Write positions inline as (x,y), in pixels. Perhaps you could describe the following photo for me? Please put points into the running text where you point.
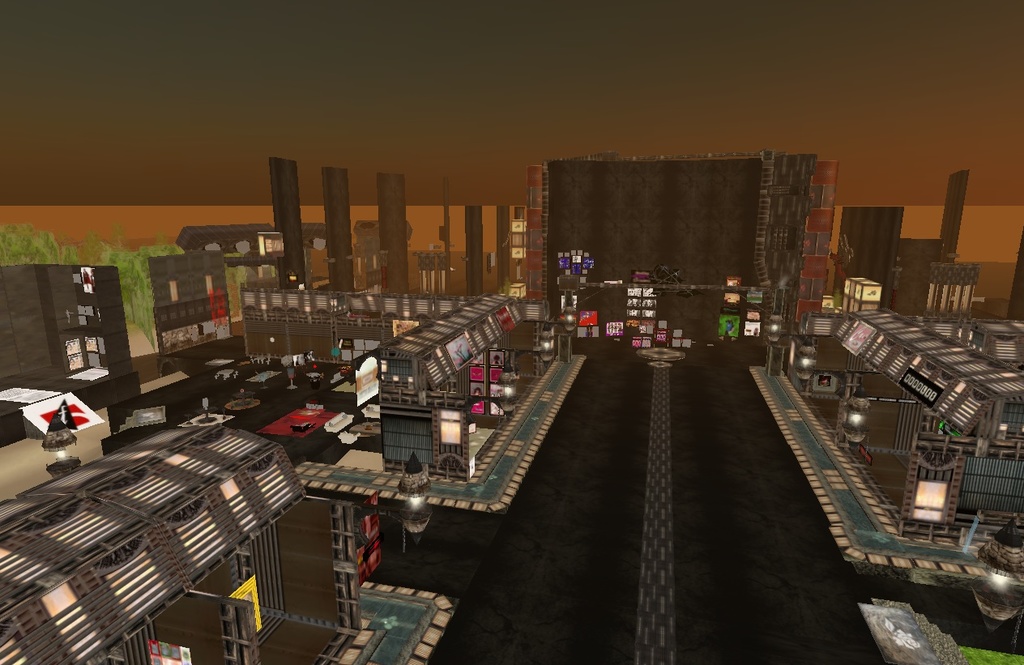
In this image I can see the miniature (230,499). I can see the road (617,527). To the side of the road (453,588) there are buildings (283,615). And in the back (556,318) I can see few more buildings (731,267) and trees (101,252). And I can see some boards (178,662) to the buildings (882,384).
